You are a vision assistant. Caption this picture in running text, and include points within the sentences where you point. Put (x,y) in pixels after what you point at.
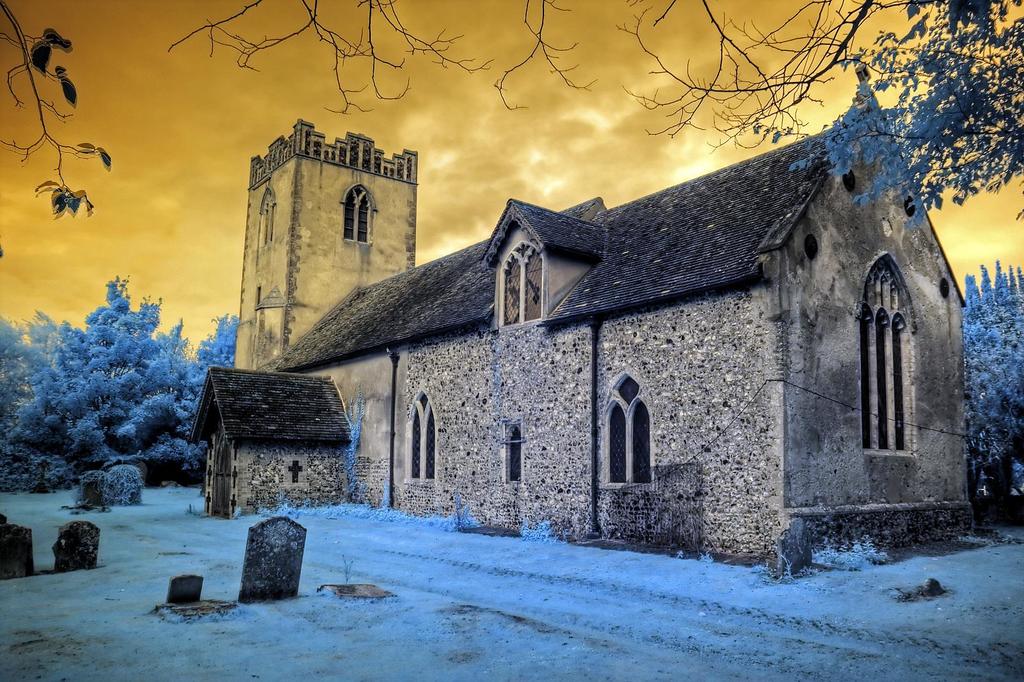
In this image we can see a house (604,486), building (437,355), stones (293,592), ground (247,654), trees (21,475), and branches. In the background (389,139) there is sky (552,111) with clouds (240,69).
